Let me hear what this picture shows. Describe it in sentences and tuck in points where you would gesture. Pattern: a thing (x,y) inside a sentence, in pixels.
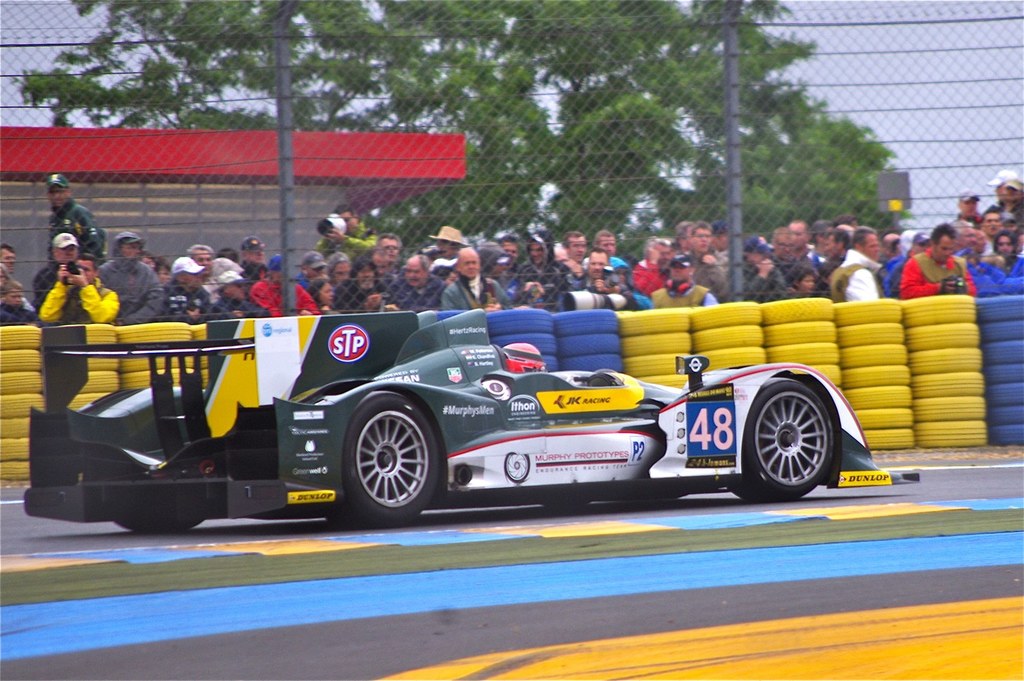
In this image I can see the vehicle (637,492). To the side of the vehicle (492,490) I can see the blue and yellow color tires (562,347). In the background (97,202) I can see net fence (244,159). Behind that I can see the group of people (477,273) with different color dresses (399,289). I can also see the shed (142,178), many trees (603,98) and the sky (930,72).
